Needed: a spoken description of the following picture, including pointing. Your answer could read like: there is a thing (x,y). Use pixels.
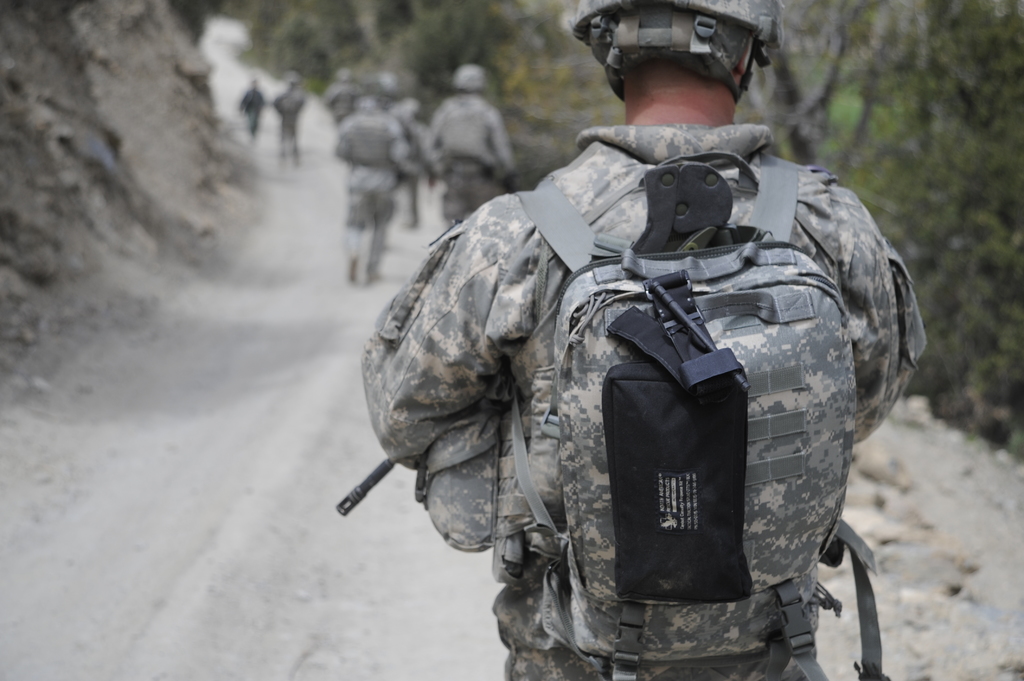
There is a soldier (692,108) wearing a bag (731,278) and helmet (717,45). He is walking through a road (287,382). There are many soldiers (368,147). In the background (831,145) there are some trees (368,33).
